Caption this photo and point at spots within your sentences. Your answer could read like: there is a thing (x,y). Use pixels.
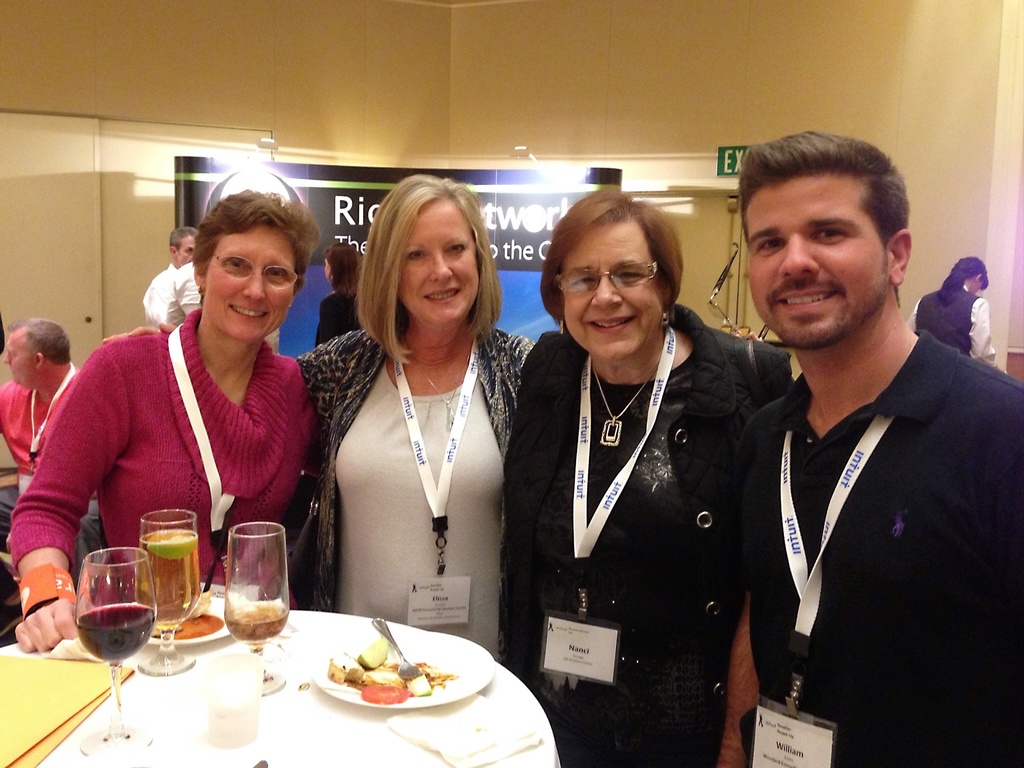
In this image, there are four persons (748,448) wearing id cards (214,479) and standing in front of the table (510,711). This table (359,706) contains some glasses (261,617) and food (388,668). There is a banner (534,225) in the middle of the image (508,308).
